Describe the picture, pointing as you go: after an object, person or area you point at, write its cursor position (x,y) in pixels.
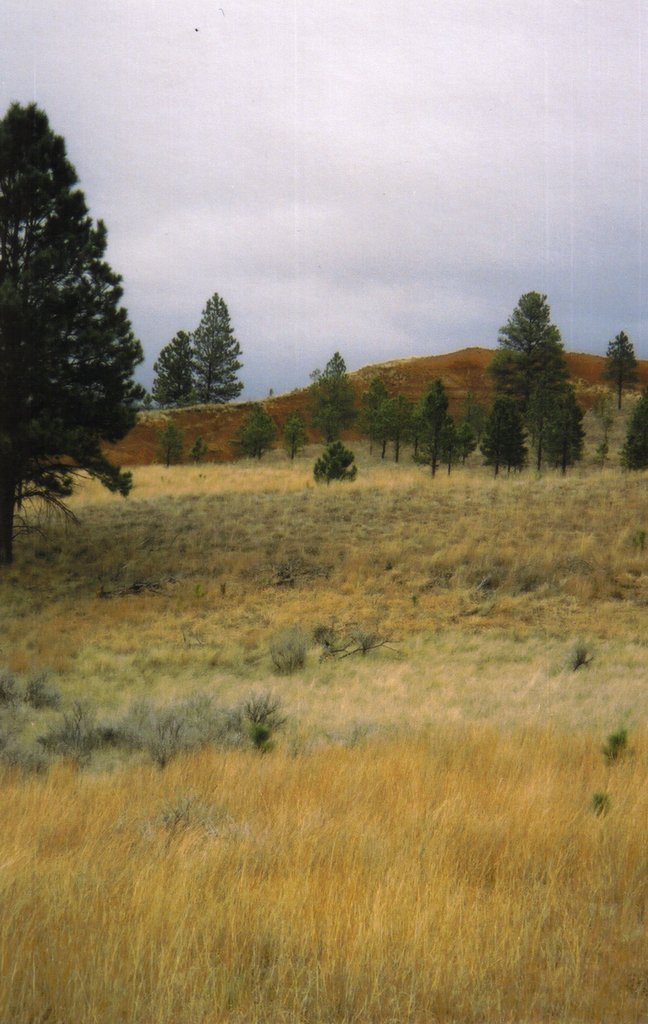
We can see grass (641,949). In the background (426,369) we can see trees (546,363), hill (439,365) and sky (400,103).
